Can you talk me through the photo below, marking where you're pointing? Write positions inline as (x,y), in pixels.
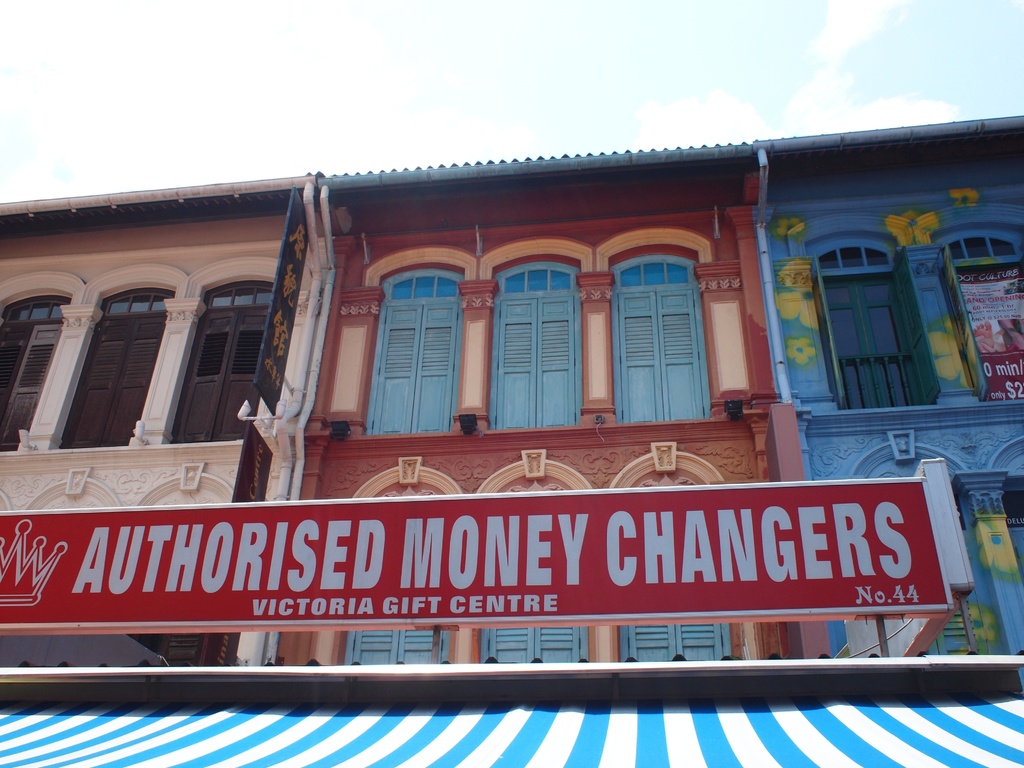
In this picture we can observe a red color board (350,563). There is a building (329,421) which is in three colors. They are cream, maroon and blue. In the background (186,109) there is a sky (504,89) with clouds (435,112).
